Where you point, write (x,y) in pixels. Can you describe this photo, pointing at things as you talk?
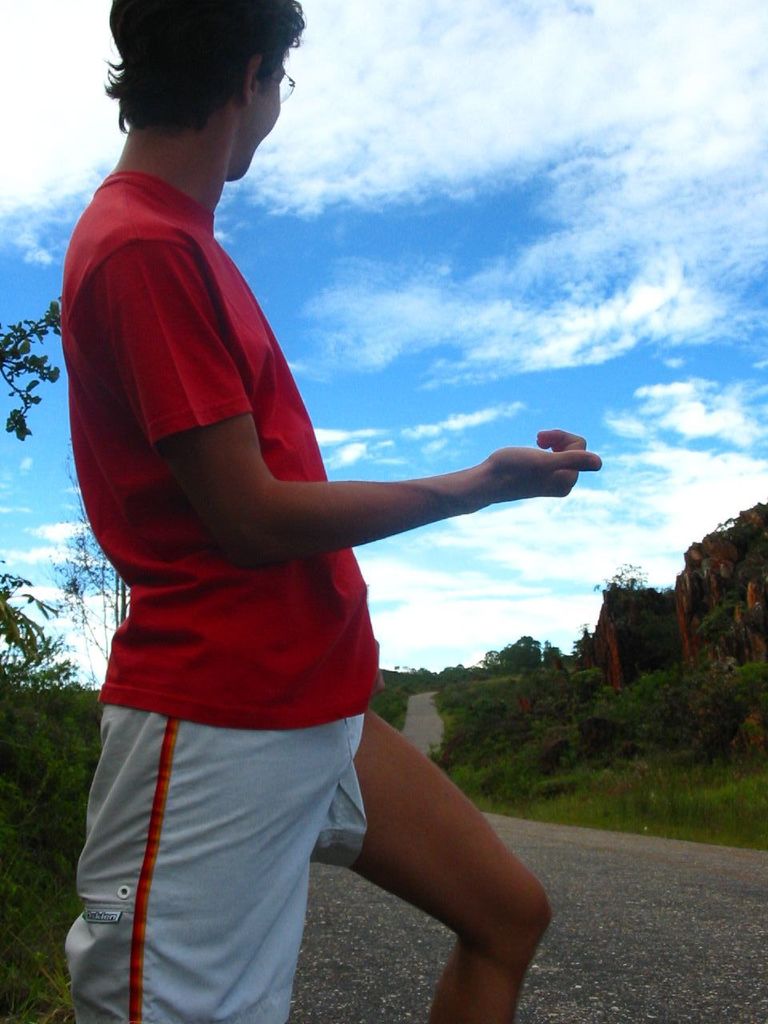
In this image we can see a person (200,652) standing on the road (432,936). Here we can see grass (48,990), plants (574,746), and trees (27,704). In the background (664,185) there is sky (478,407) with clouds (544,604).
